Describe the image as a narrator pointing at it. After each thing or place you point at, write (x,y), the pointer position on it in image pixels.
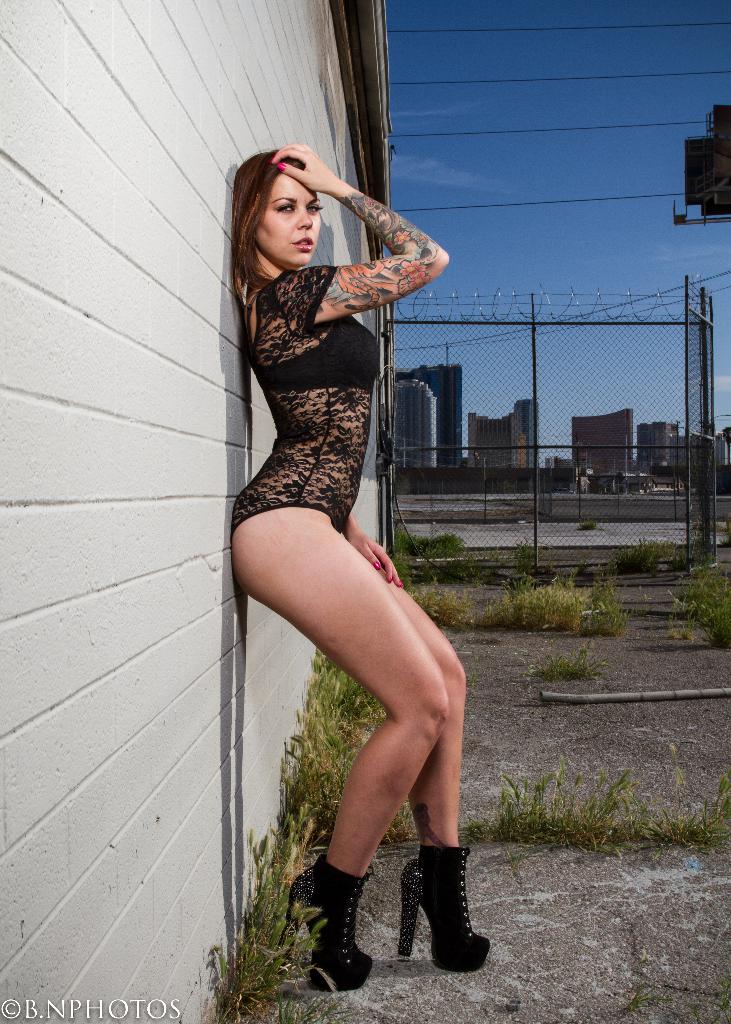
In this image there is a woman (291,401) standing. Behind her there is a wall (92,299). There is a fencing (483,490) near to the wall (367,491). In the background (453,379) there are buildings (453,379). At the top (580,139) there is the sky (569,190). There are plants (316,838) and grass (534,800) on the ground (542,721). In the bottom left (114,1017) there is text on the image.
